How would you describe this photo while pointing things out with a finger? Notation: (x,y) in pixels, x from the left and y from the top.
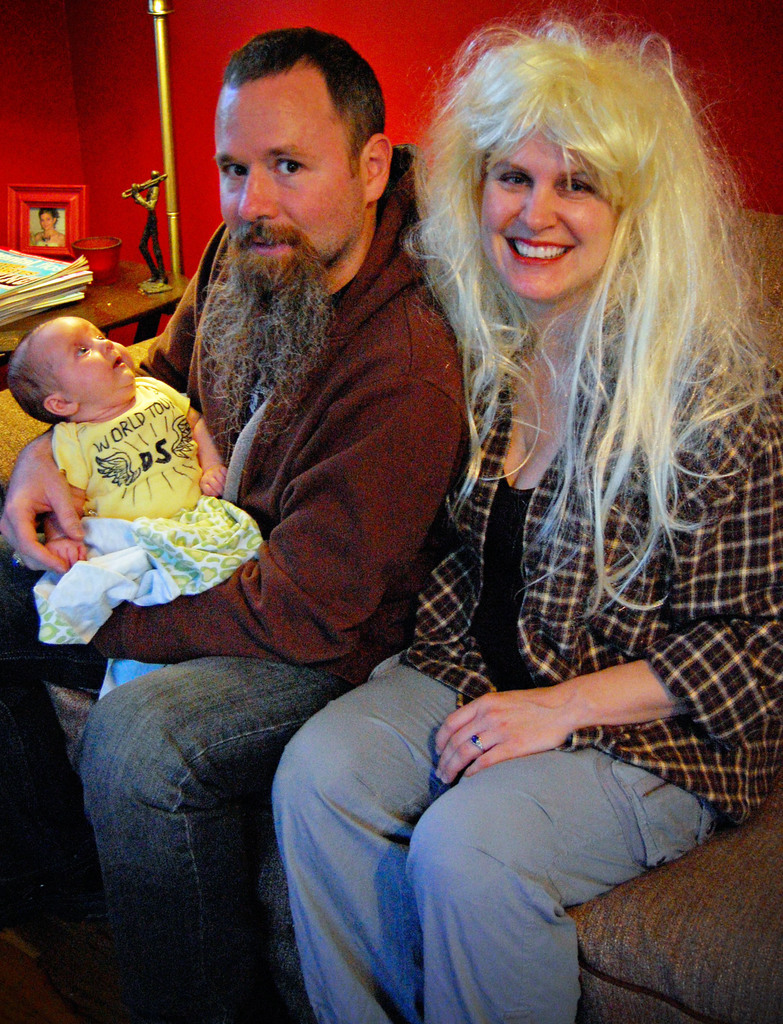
In this image we can see persons (438,199) sitting on the sofa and holding baby (148,435). In the background (74,204) we can see table (89,292), photo frame (68,216), books (29,288), stand (156,50) and wall (369,29).
